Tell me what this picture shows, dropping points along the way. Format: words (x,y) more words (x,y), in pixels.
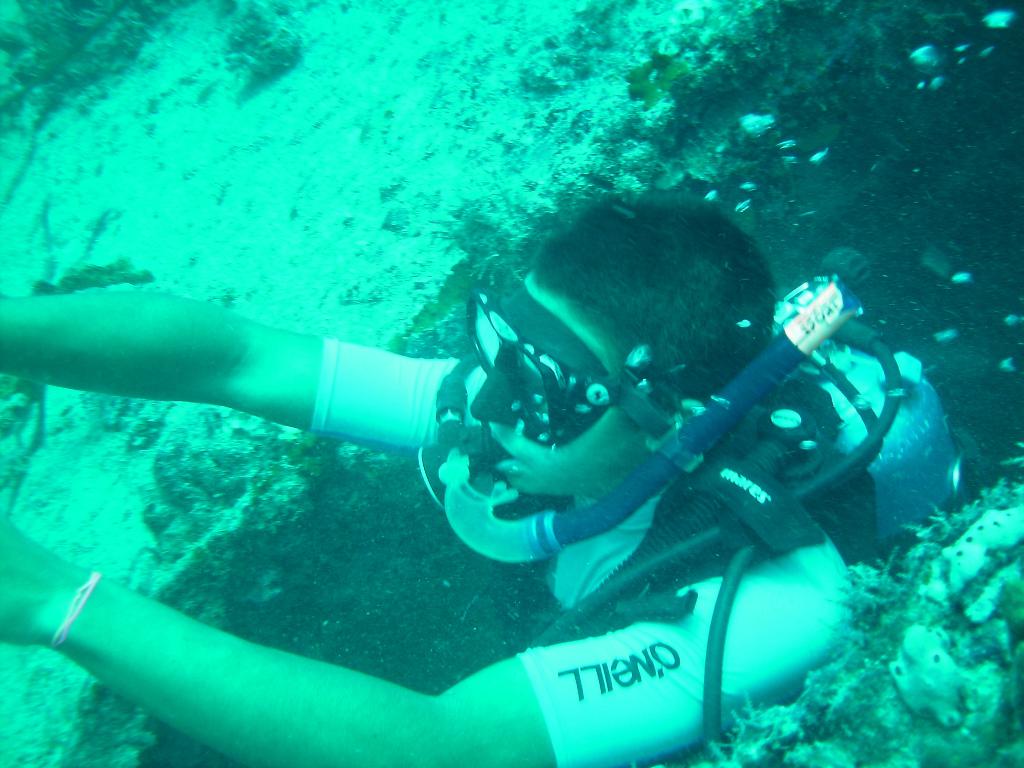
This image is taken under water (173,275). On the right side of the image (787,526) there is a man (543,365). He has worn a diving mask (563,424) and oxygen cylinder (884,454). There are some marine creatures (934,667).
